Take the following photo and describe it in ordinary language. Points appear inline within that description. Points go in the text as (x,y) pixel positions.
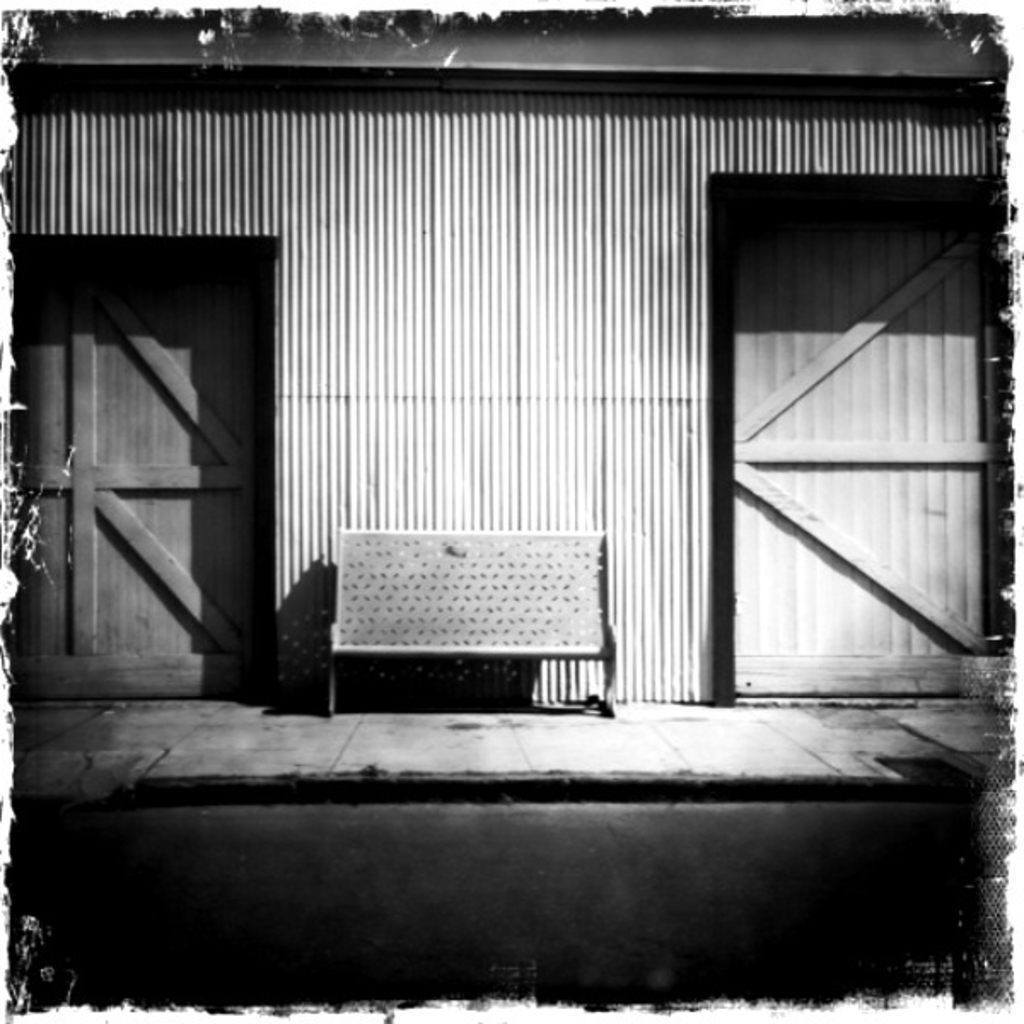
In this picture I can see a metal bench (477,642) and couple of wooden doors (17,557) to a building (176,88).
